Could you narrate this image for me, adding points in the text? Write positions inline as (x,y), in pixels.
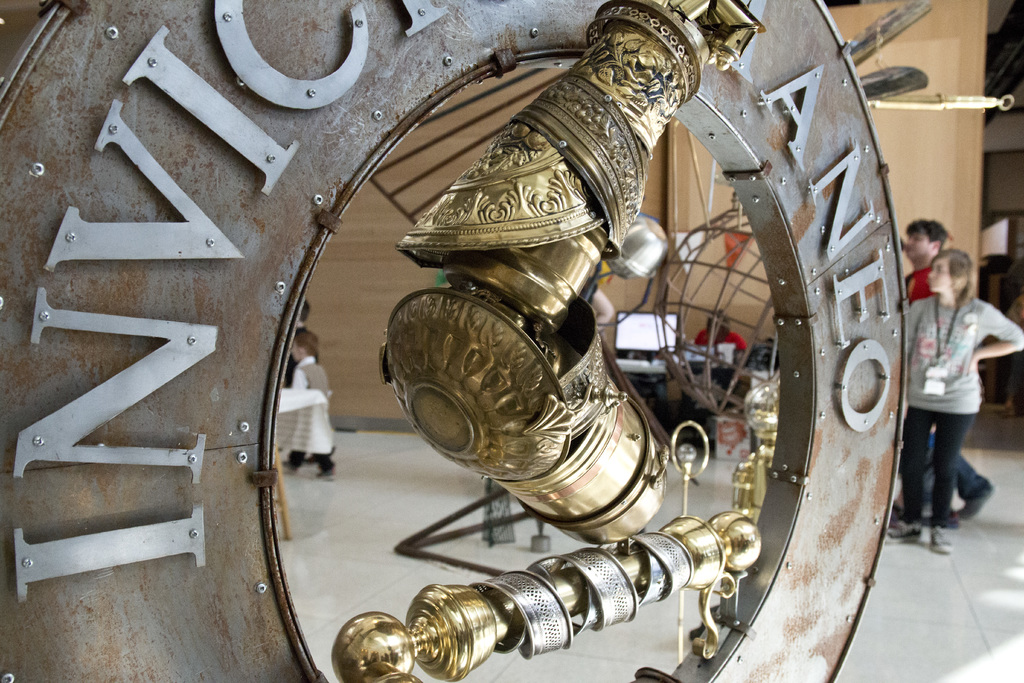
Front we can see metal objects (488,431). Something written on this metal ring (195,226). Background (381,311) there is a wooden wall (345,307), people (923,350), tables (312,424), monitor (631,322), flags (734,244) and board (736,431).
